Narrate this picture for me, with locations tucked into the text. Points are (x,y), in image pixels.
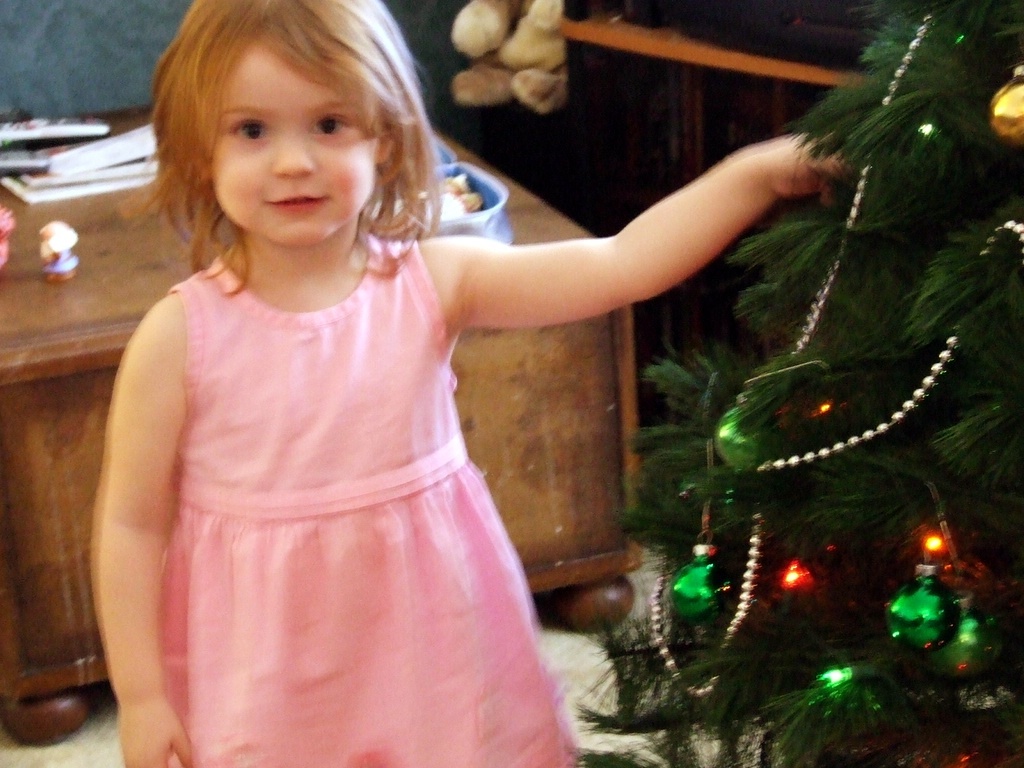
In this image we can see a girl (442,693) standing and to the side there is a Christmas tree (804,526) and in the background (585,413), we can see a table (32,296) with some objects (40,249).
